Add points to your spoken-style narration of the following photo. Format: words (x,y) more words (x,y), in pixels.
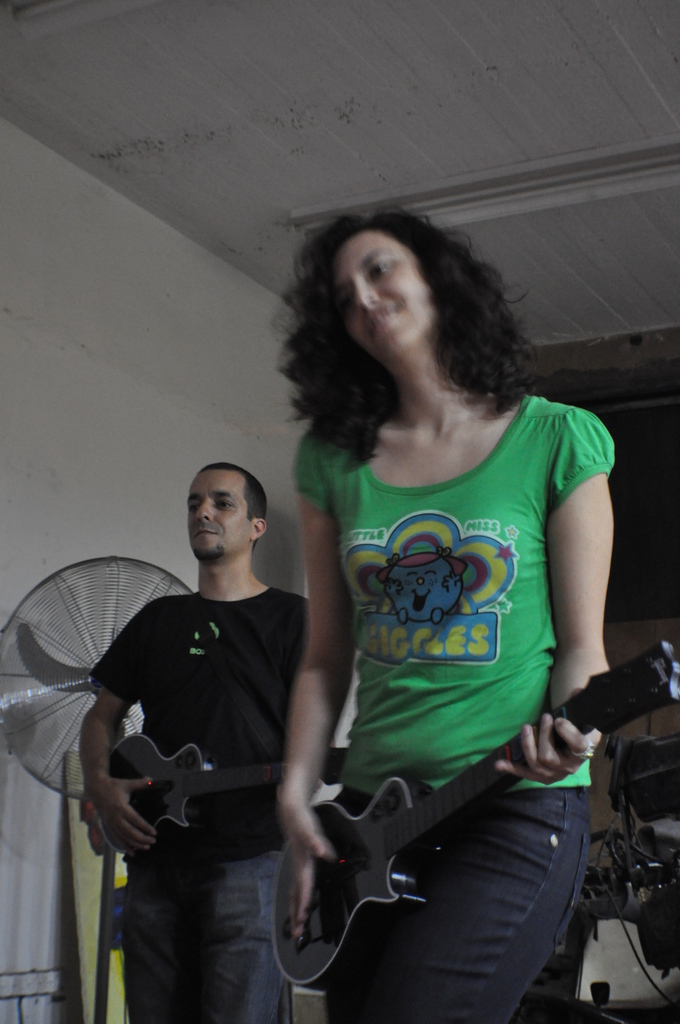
In this picture there is a man (161,967) and woman (527,756) both of them are standing and holding the guitar (578,718) in the background (41,616) there is a fan (57,626) and a wall (193,322).
